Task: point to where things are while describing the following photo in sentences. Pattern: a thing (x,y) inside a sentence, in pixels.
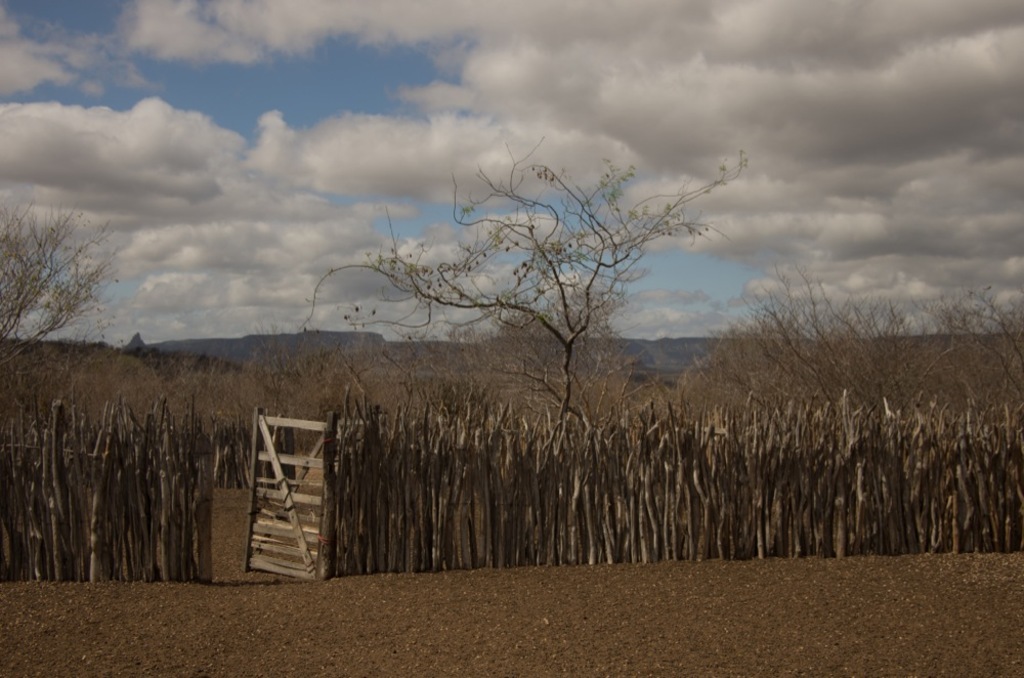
In this image there is a wooden door (281,485) with wooden stick fencing (521,482), inside the wooden fencing (453,438) there are dry trees (493,371), in the background of the image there are mountains (675,354).
